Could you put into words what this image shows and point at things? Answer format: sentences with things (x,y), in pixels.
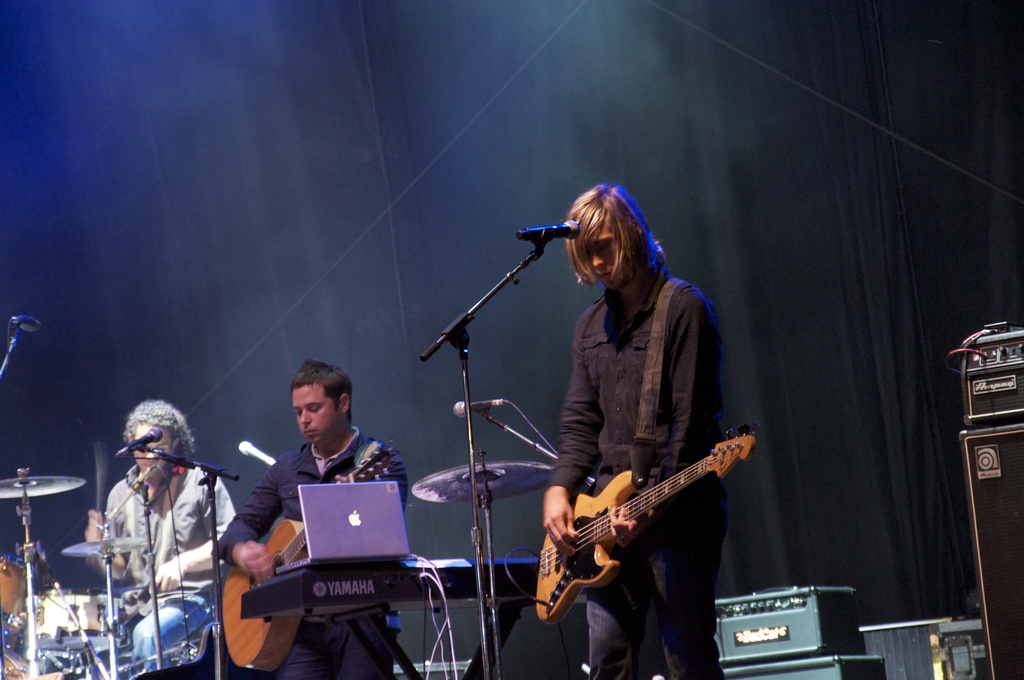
In the image there are three person (126,441). Out of which one person (158,401) is sitting on the chair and playing musical instruments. One person (598,594) is standing and playing a guitar (618,490) in front of the mike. At the bottom (830,629), there is a floor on which sound box (803,628) is kept. The background is dark in color. This image is taken inside a stage (788,313) during a night time.
